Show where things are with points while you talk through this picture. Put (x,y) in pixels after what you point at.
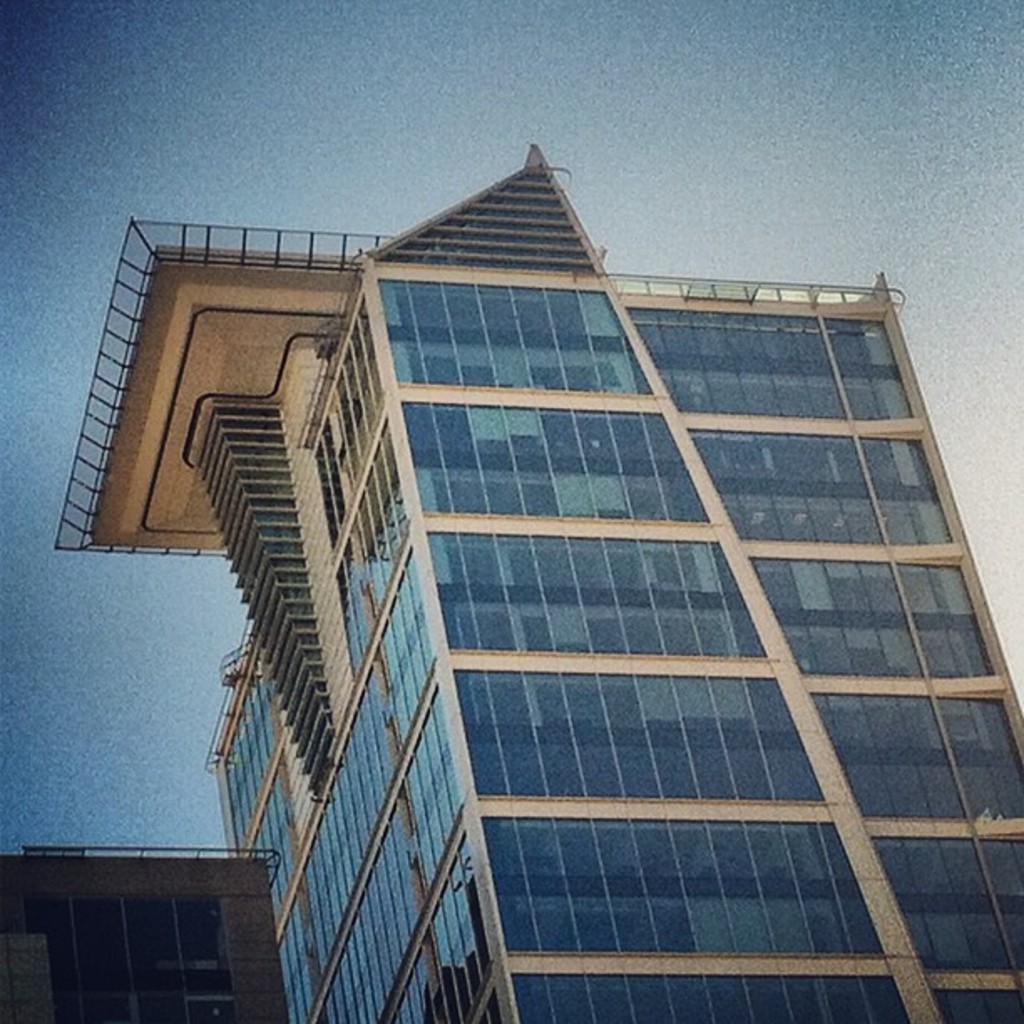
Here I can see two buildings (191,925). On the top of the image (651,92) I can see the sky (401,101).
